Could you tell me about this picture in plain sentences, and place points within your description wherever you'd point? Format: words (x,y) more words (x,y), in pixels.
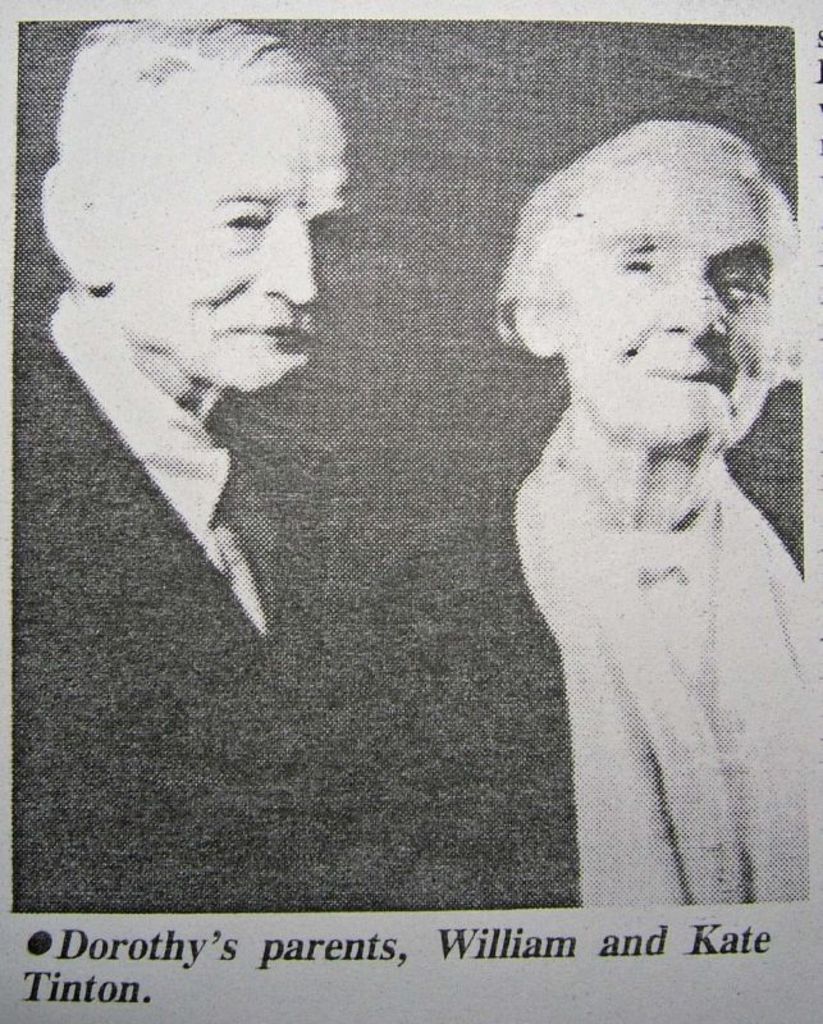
In this image I can see two persons (677,674) and I can see something written on the image and the image is in black and white.
